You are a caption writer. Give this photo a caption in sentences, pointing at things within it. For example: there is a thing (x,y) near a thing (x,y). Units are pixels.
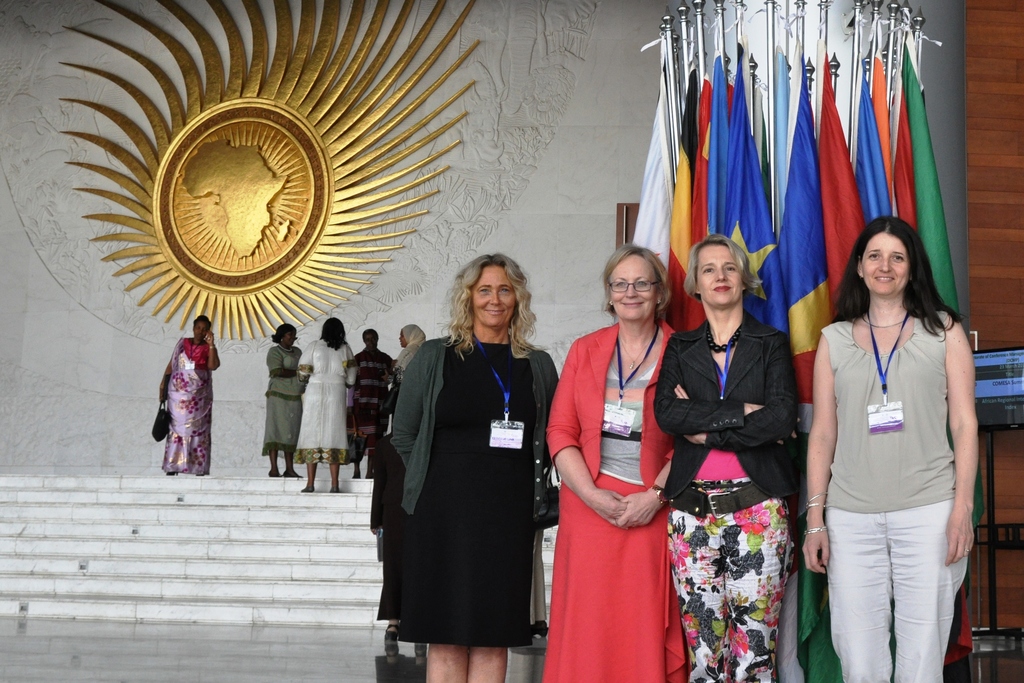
In this image there are four persons (481,419) standing and smiling, and in the background (856,29) there is a screen (977,376) with a pole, flags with the poles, group of people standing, sculpture (313,298) to the wall (729,51).
